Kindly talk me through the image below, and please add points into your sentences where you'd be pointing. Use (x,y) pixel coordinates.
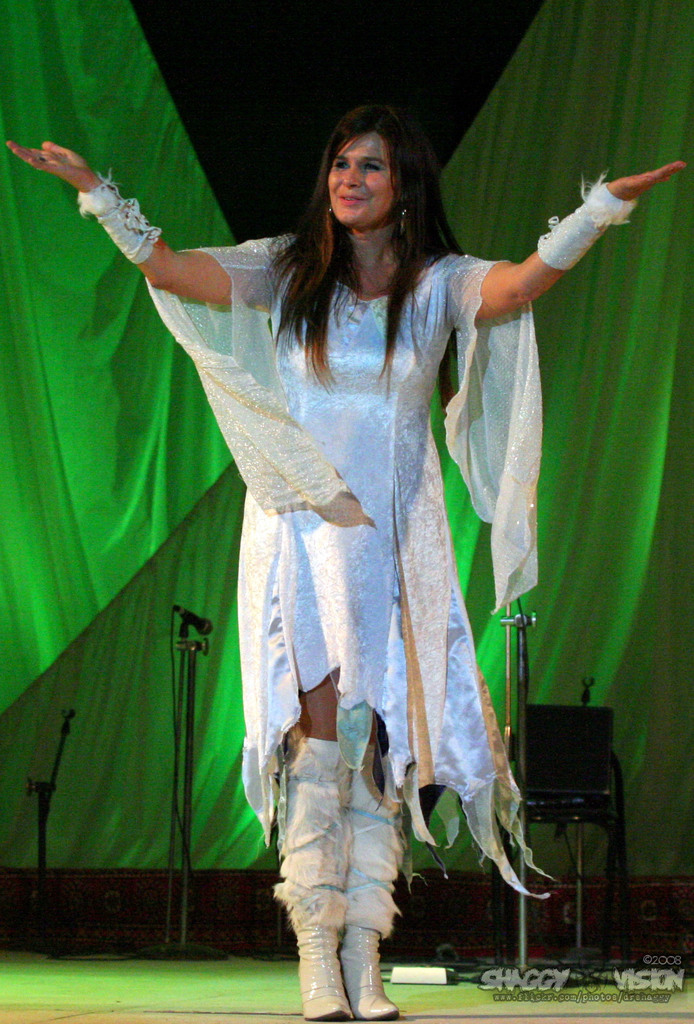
In this image, I can see a woman (350,805) standing and smiling. Behind this woman (309,767), I can see a mike (187,615) with mike stand (44,839), chair (549,808) and few other things (523,723). In the background (126,87), there are green colored clothes (531,149) hanging. At the bottom of the image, I can see the watermark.
